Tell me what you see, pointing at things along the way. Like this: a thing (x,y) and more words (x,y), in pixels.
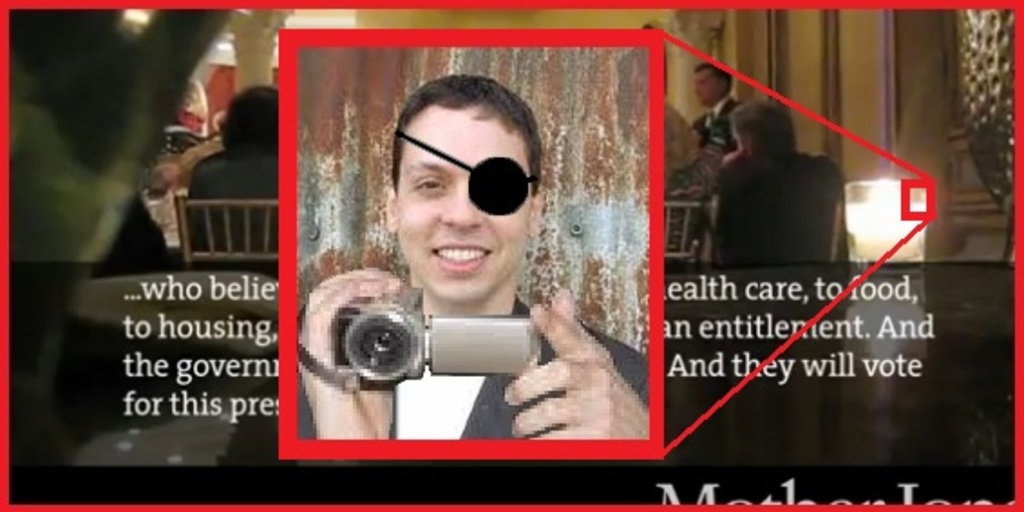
In the image there is a poster (344,187). On the poster (311,296) there is an image (351,173) of a man (451,180) holding a camera (396,345) in his hand (334,319). And also there are few people (769,181). And here is some text (894,352) on the poster (582,354).
